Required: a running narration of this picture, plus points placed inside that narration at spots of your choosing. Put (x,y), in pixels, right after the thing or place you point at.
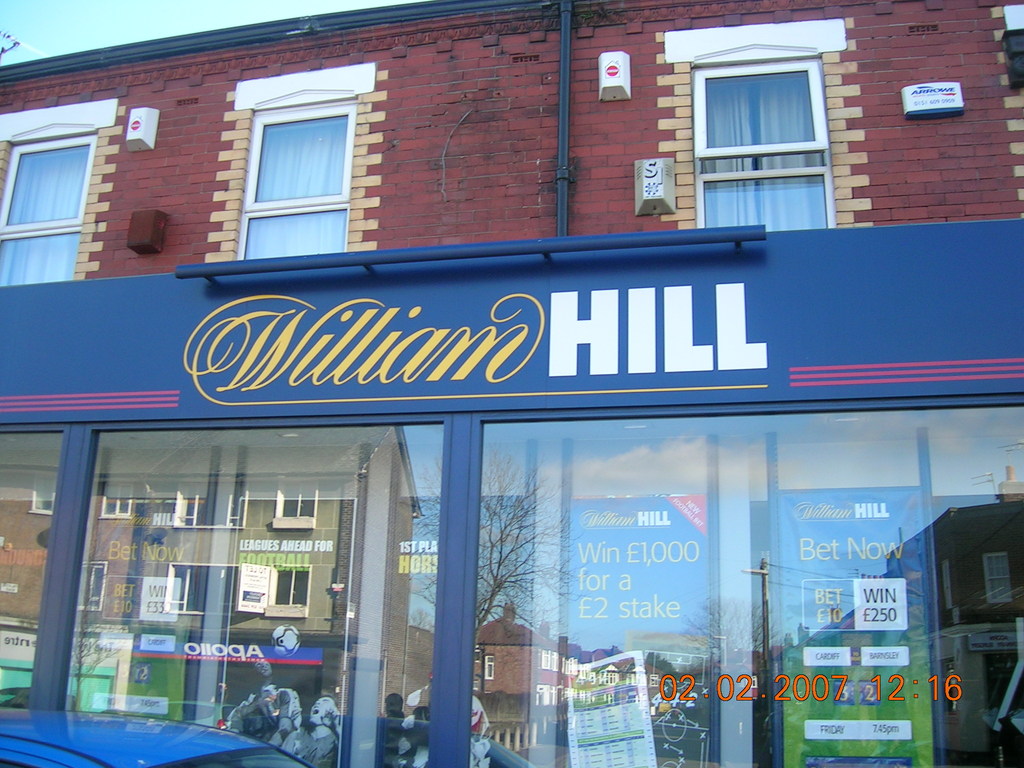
In this image we can see a building (190,127), sky (97,17), windows (302,113), pipelines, curtains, trees (540,594), information boards (284,390) and a store (390,339).
